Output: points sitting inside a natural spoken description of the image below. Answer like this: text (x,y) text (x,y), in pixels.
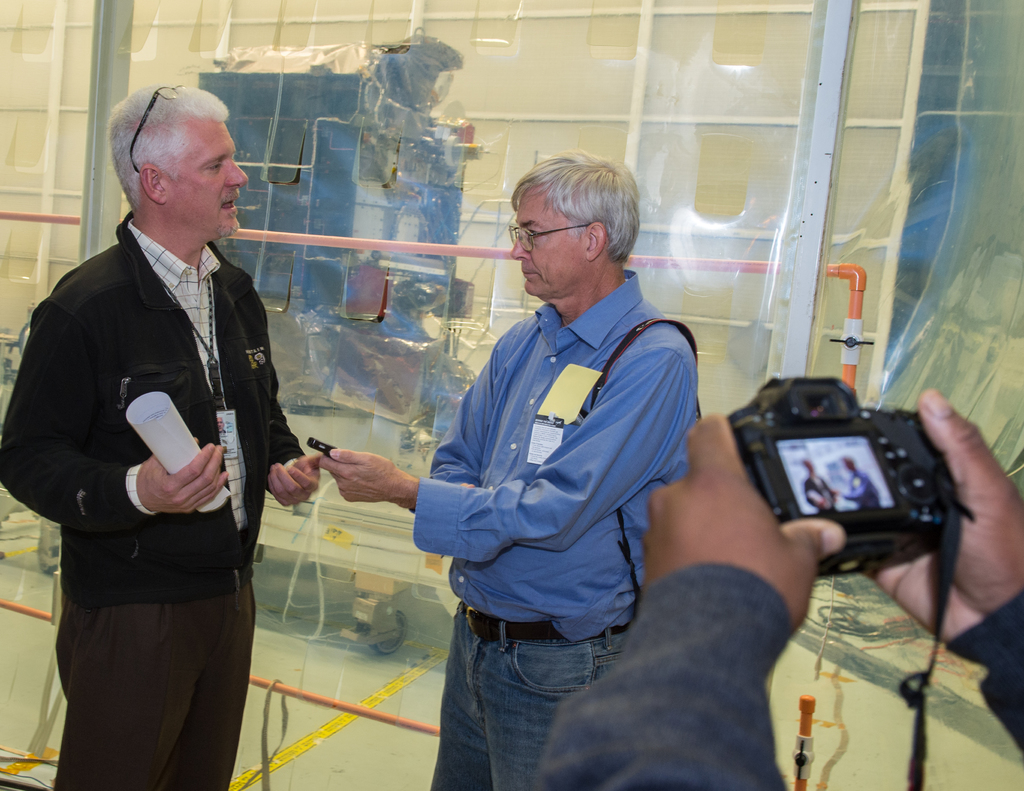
In this image there are two persons (25,420) who are discussing between themselves at the right side of the image (702,652) there is a person (799,537) who is taking photograph of those two persons (526,431).
